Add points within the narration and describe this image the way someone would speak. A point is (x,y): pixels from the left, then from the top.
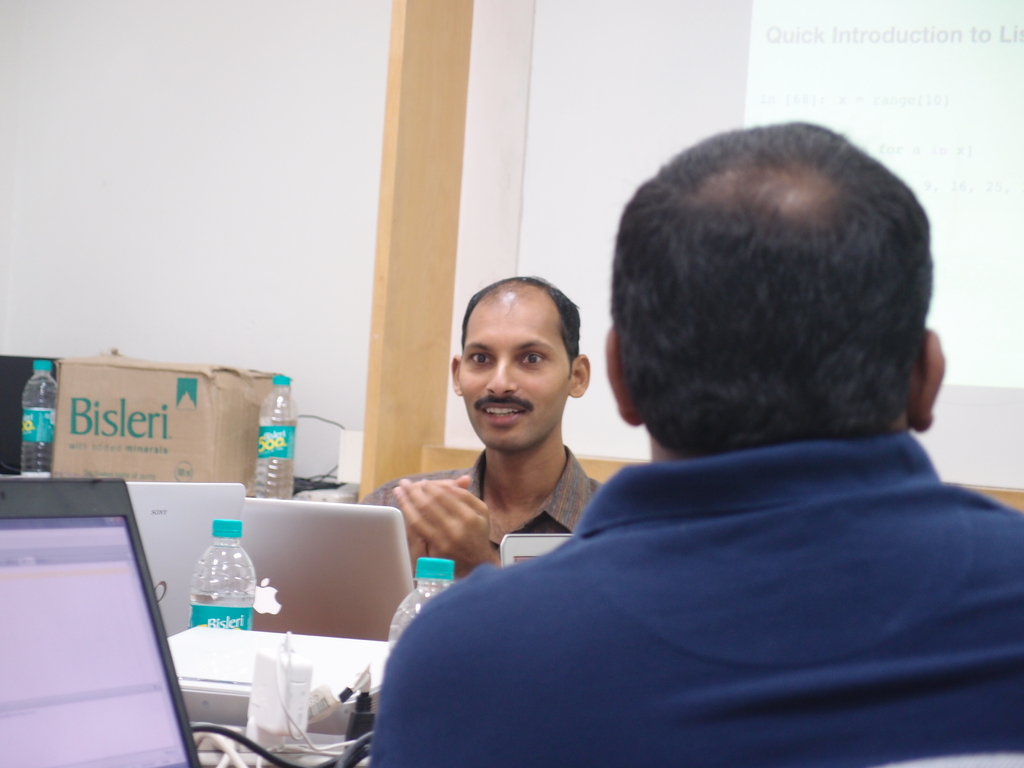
In this image I can see two people (665,510). In front of them there is a system (76,662), bottle (239,608) on the table (329,678). I can also see the card box (167,391) with name bisleri is written on it. I can also see the projector (771,90) on the wall (617,104).
